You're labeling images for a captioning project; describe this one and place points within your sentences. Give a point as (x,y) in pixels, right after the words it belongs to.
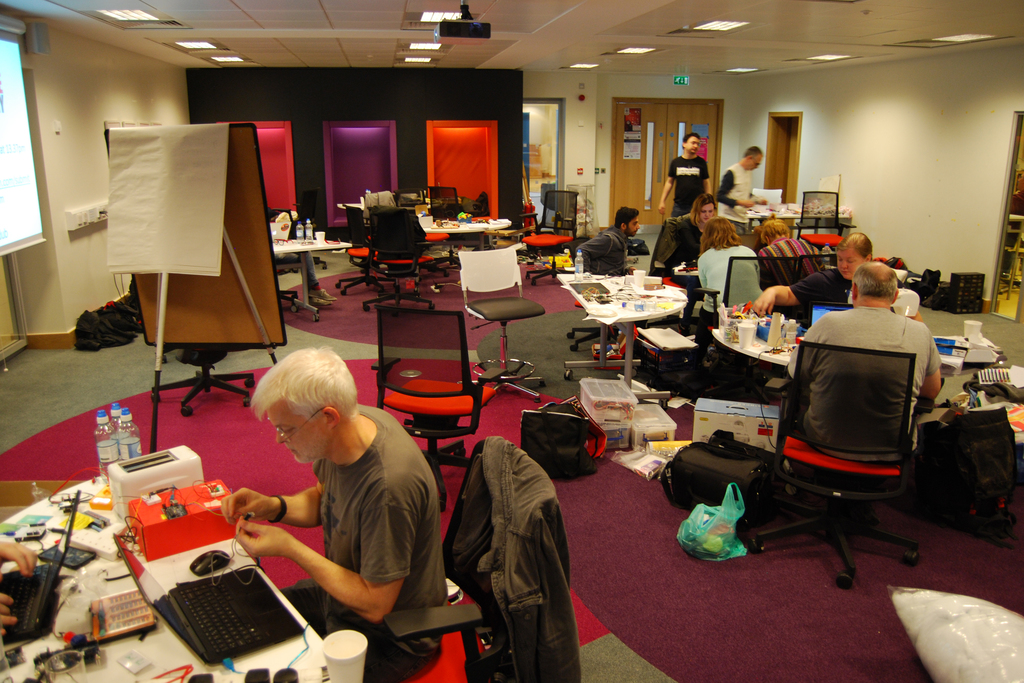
This is an indoor picture. In this picture we can see doors (535,184), ceiling (582,26) and lights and also a screen (12,158) and board (211,222). Here we can see persons (354,559) sitting on chairs (809,391) in front of a table (263,650) and they are busy with their works with laptops (212,620). This is a floor carpet (782,613). On the table (163,644) we can see bottles (130,433), laptops (232,645), glasses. On the floor (689,581) we can see baskets (646,426), bags (693,469), covers (716,543).
